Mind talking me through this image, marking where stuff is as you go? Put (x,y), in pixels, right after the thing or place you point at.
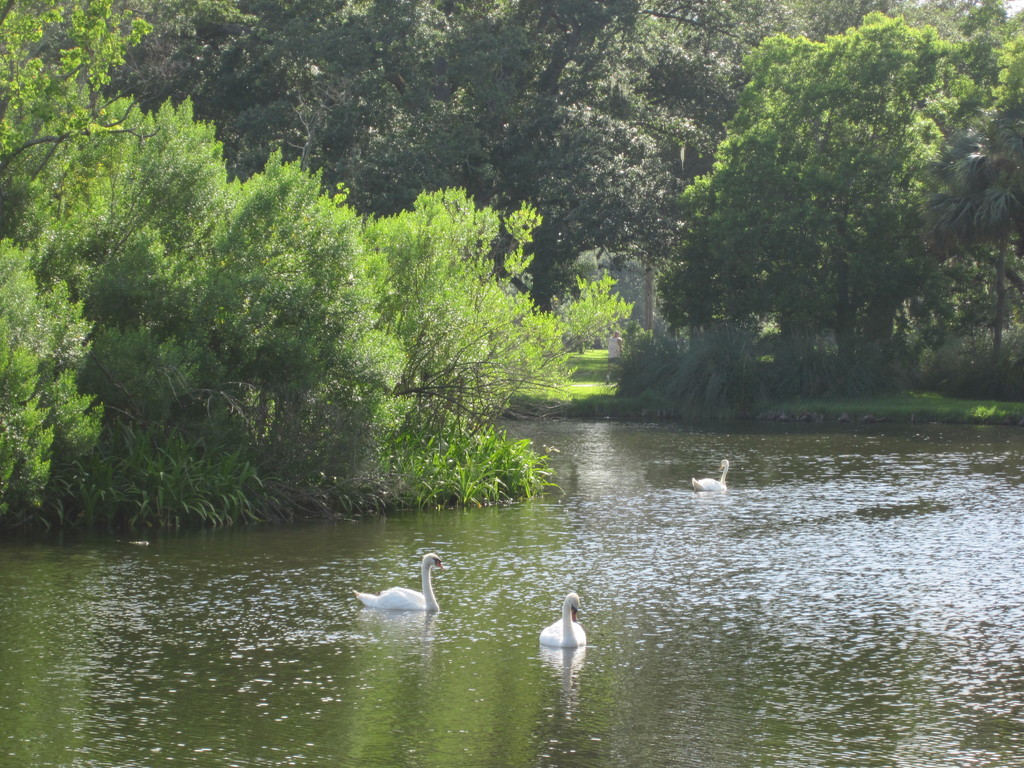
In the center of the image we can see three swans (567,620) in the water (543,588). And we can see swans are in white color. In the background (538,394), we can see trees (720,64), grass (611,389), one person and a few other objects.
